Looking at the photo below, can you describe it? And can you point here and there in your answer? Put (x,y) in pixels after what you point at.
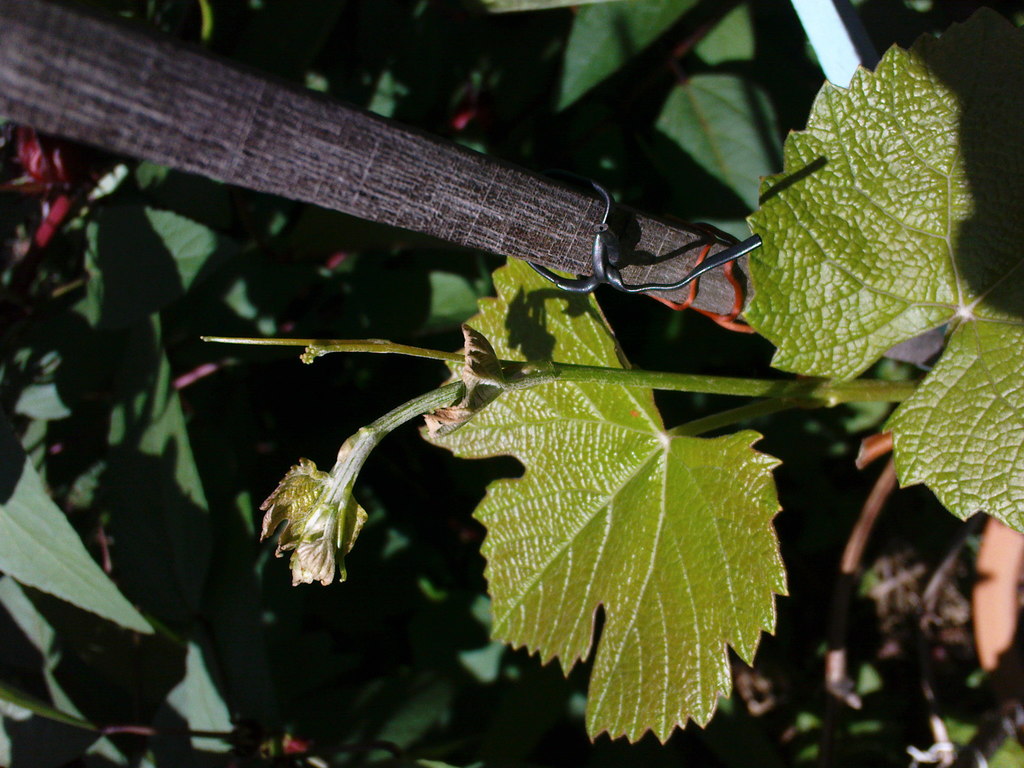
In this picture, it looks like a bud (313,568) to the stem (598,369) and there is a wire (599,232) on an object (501,216). Behind the object (468,227), there are plants (396,254).
